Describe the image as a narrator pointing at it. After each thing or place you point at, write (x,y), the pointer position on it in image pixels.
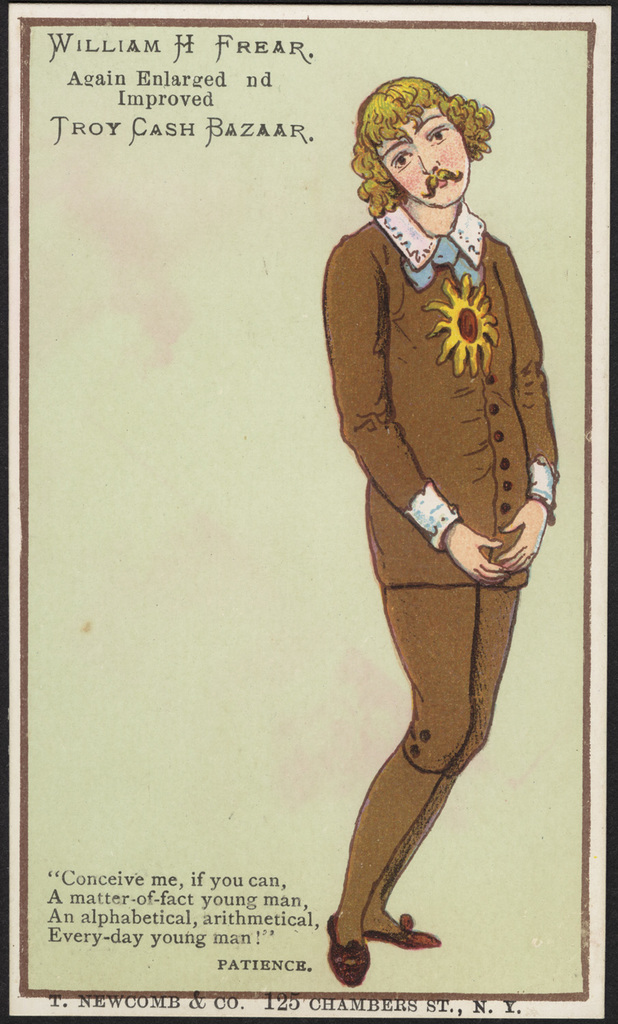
In this image we can see a paper (426,437). On the right side of the image (496,646) there is a man (452,716) standing. At the bottom (274,968) and top we can see text (264,966).
